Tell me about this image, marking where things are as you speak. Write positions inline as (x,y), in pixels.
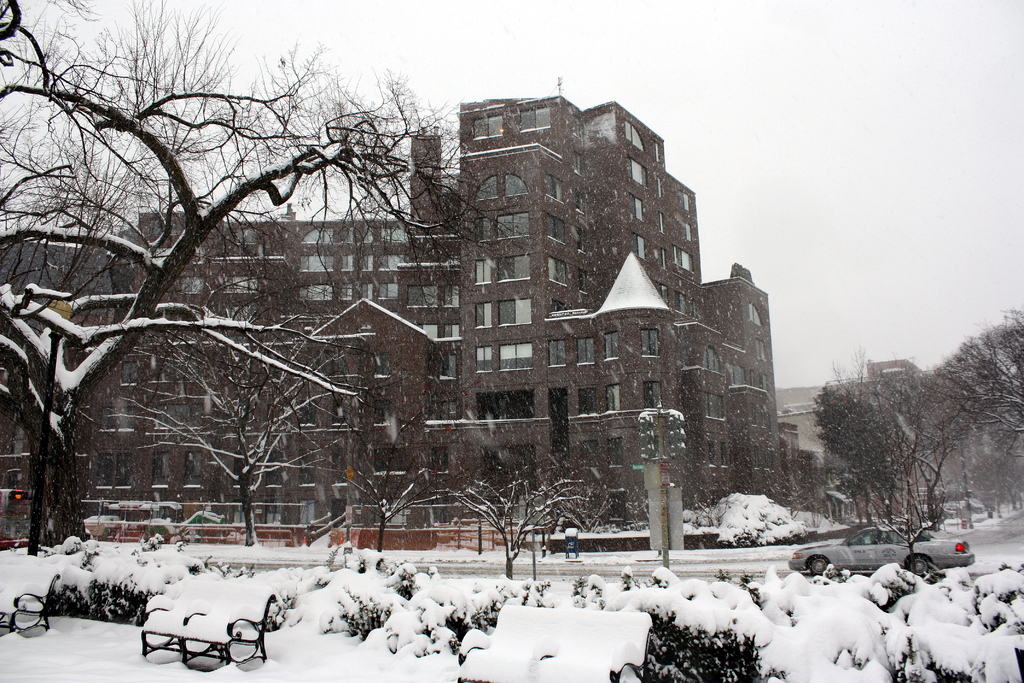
In this image we can see buildings (461,467), trees (1017,435), plants (406,574), benches (613,666), road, car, poles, snow (219,632), and traffic signals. In the background (831,323) there is sky (804,322).
